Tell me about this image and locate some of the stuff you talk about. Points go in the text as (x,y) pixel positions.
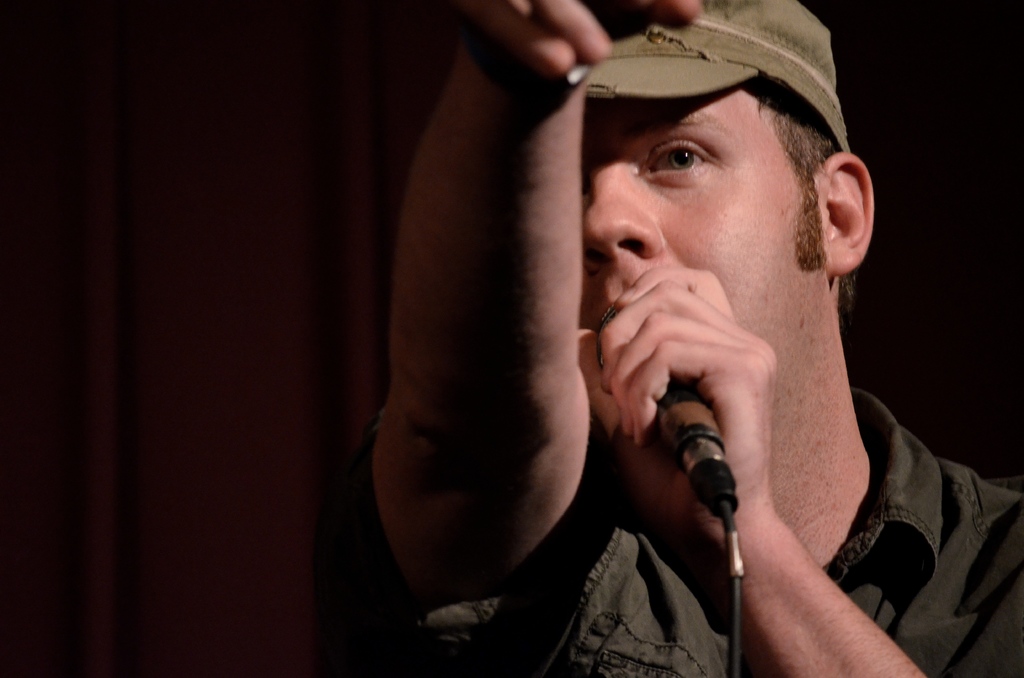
In the picture, there is a man (741,90), he is wearing a hat (681,64), he is holding a mic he is speaking something, in the background (967,188) it is black, to his left side there is a curtain (173,296).
